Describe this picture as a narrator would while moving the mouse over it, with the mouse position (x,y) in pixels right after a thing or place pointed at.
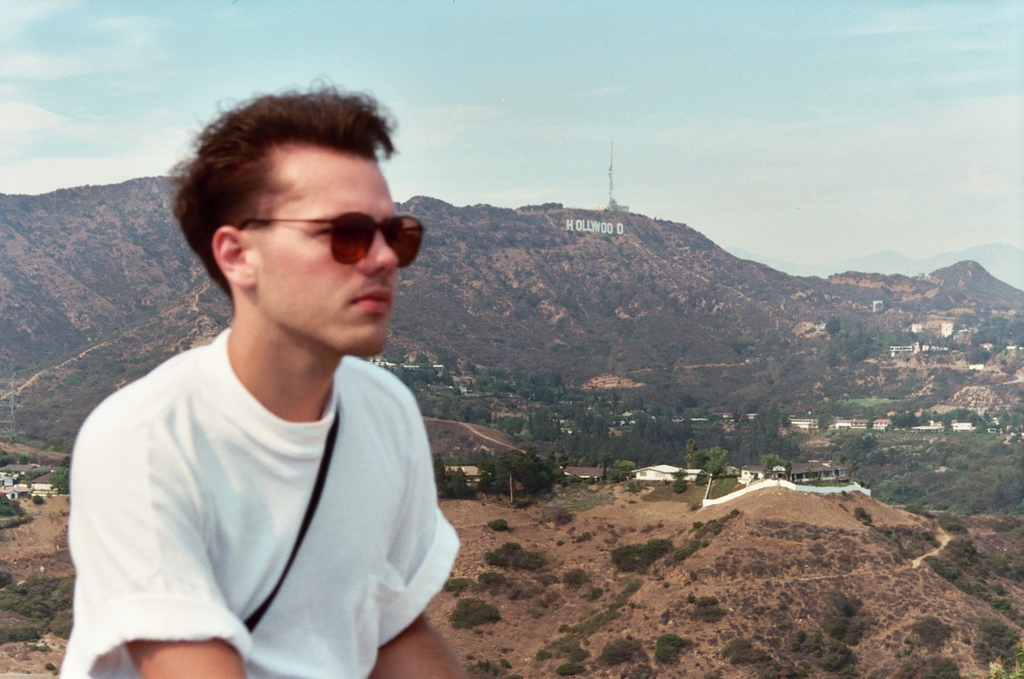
In this image, we can see a person (308,499) wearing goggles (356,226). Background (1009,556) we can see trees (1021,509), houses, poles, plants (826,391), hills (57,459) and sky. Here we can see some text (593,227) in the image.
